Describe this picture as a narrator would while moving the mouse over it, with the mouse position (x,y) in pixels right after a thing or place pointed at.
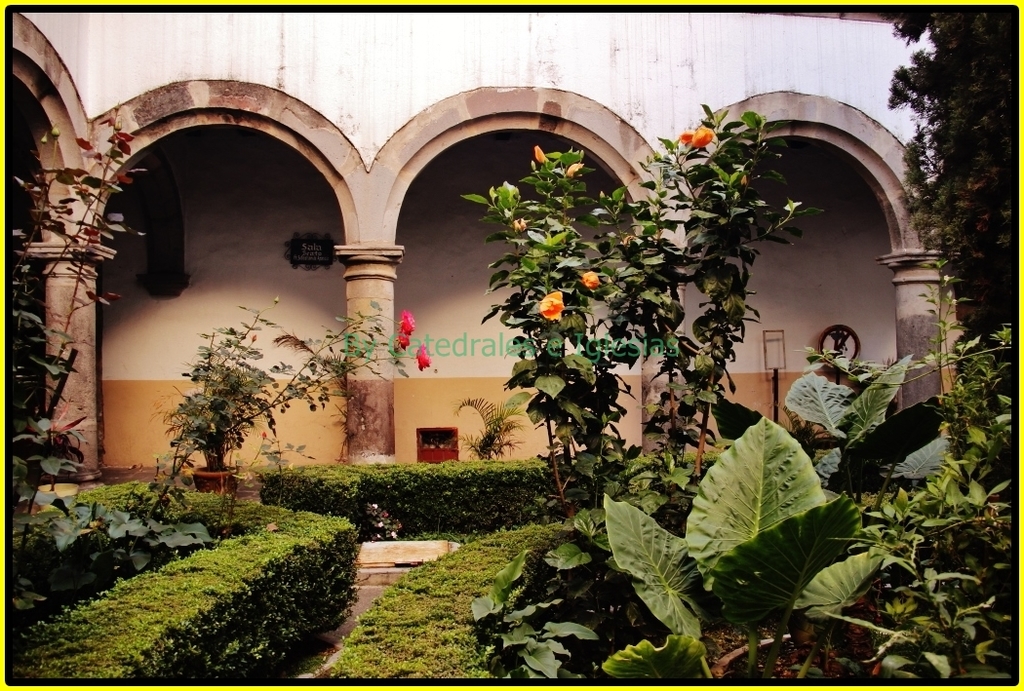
In this image in front (704,275) there are plants (720,261) and flowers (427,354). In the background of the image (272,269) there is a wall (332,289). There are pillars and there are some objects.
